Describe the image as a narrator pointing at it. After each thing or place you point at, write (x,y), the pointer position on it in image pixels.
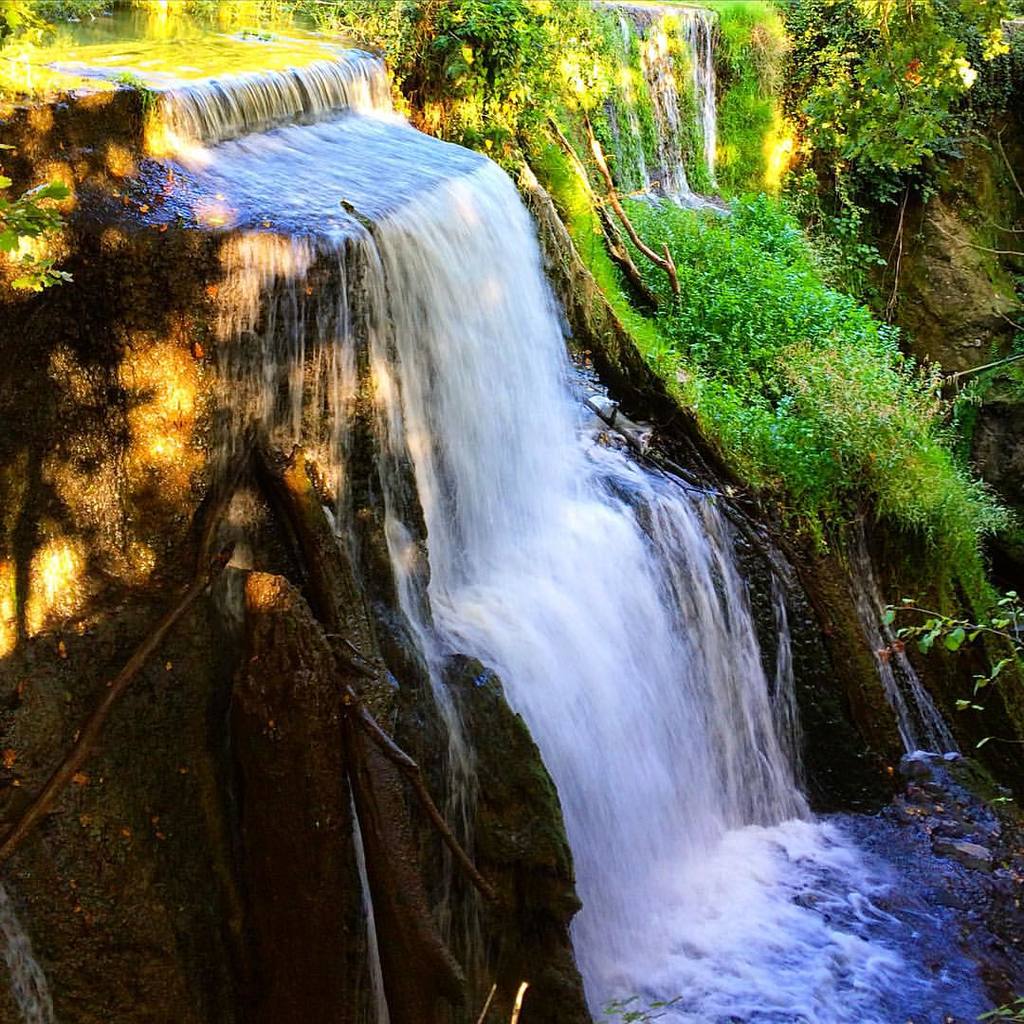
In this image there is a waterfall (685,508) and trees (941,84).
